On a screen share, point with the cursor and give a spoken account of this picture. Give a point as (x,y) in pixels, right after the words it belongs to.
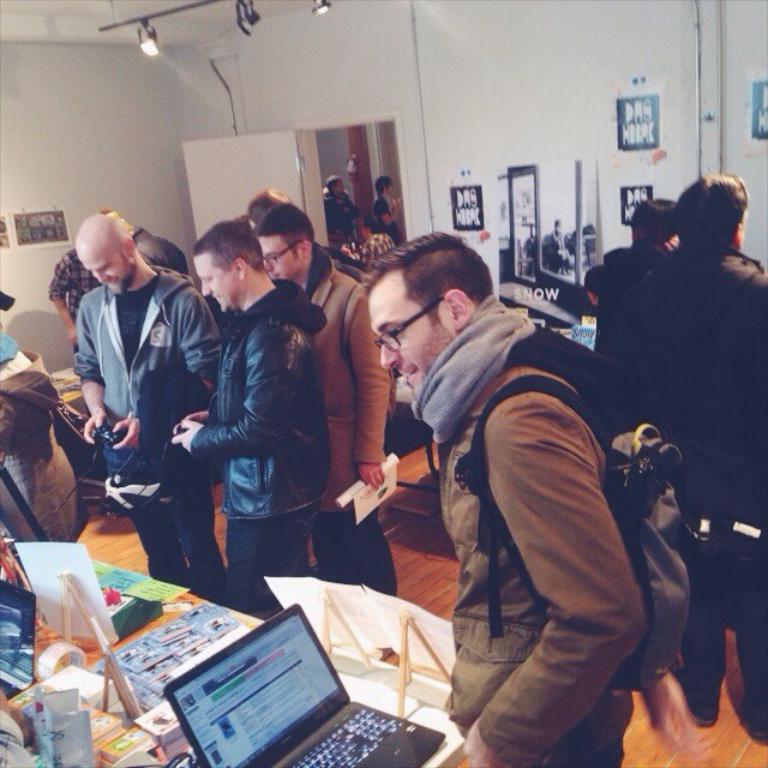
In this picture we can see some persons (424,347) inside the room (297,393). In the front (471,661) there is a man (561,542) wearing a brown jacket (562,571), standing and smiling. In the front (204,713) there is a table (150,683) with black laptop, transparent tape (62,649) and papers (155,653). In the background (228,72) we can see the white wall (452,173) and some photo frames (534,188).
